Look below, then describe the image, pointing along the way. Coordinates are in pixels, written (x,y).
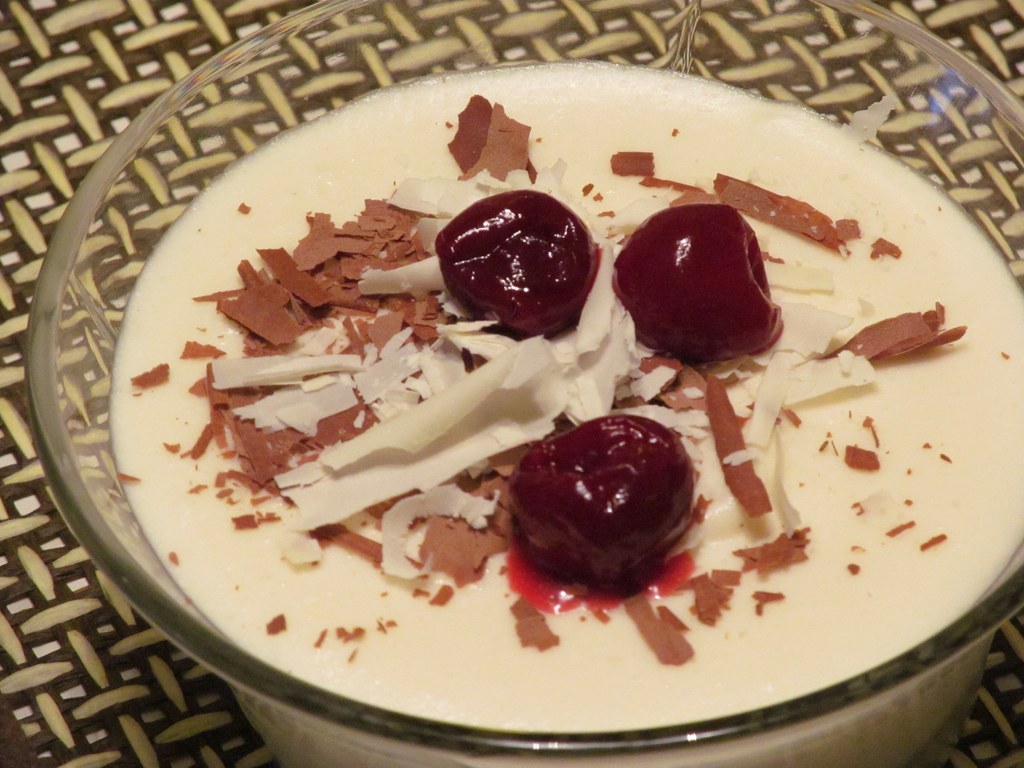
It is a zoom in picture of food item (542,195) present in the bowl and the bowl (325,123) is placed on the table mat (71,62).
